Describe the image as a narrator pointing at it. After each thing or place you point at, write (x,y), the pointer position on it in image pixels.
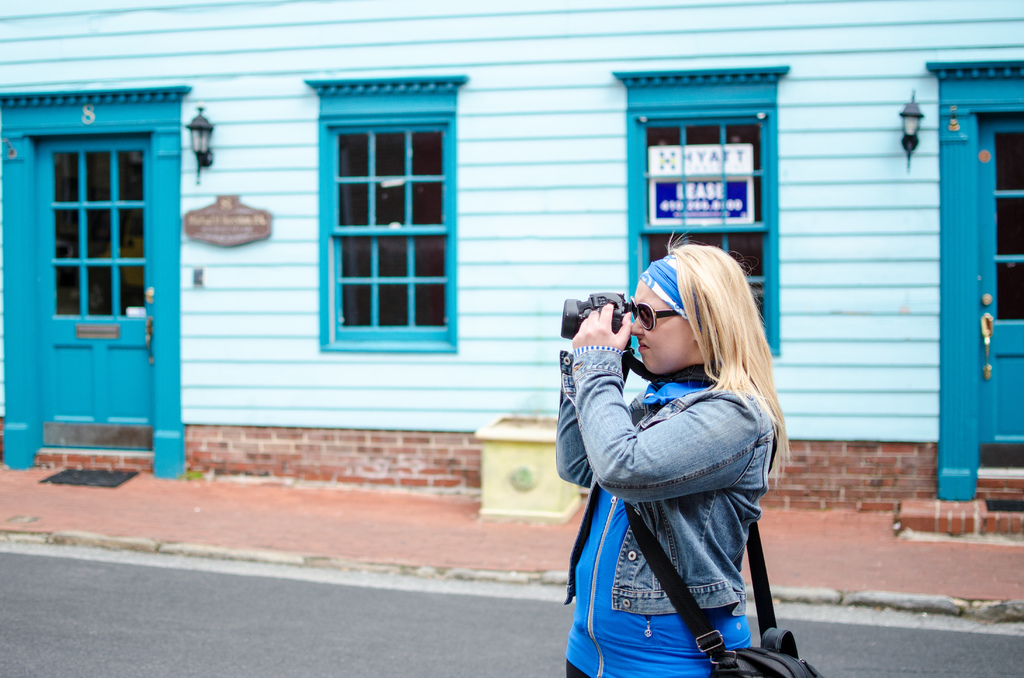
This picture is clicked outside the city. The woman (642,499) in blue jacket (639,486) who is wearing goggles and a black bag (776,662) is holding a camera (585,311) in her hands (621,334) and she is clicking photos on the camera (581,334). At the bottom of the picture (270,568), we see the road (317,604). Beside her, we see a building (427,404) in white and blue color. We see doors (42,284) and windows (425,319) in blue color.
